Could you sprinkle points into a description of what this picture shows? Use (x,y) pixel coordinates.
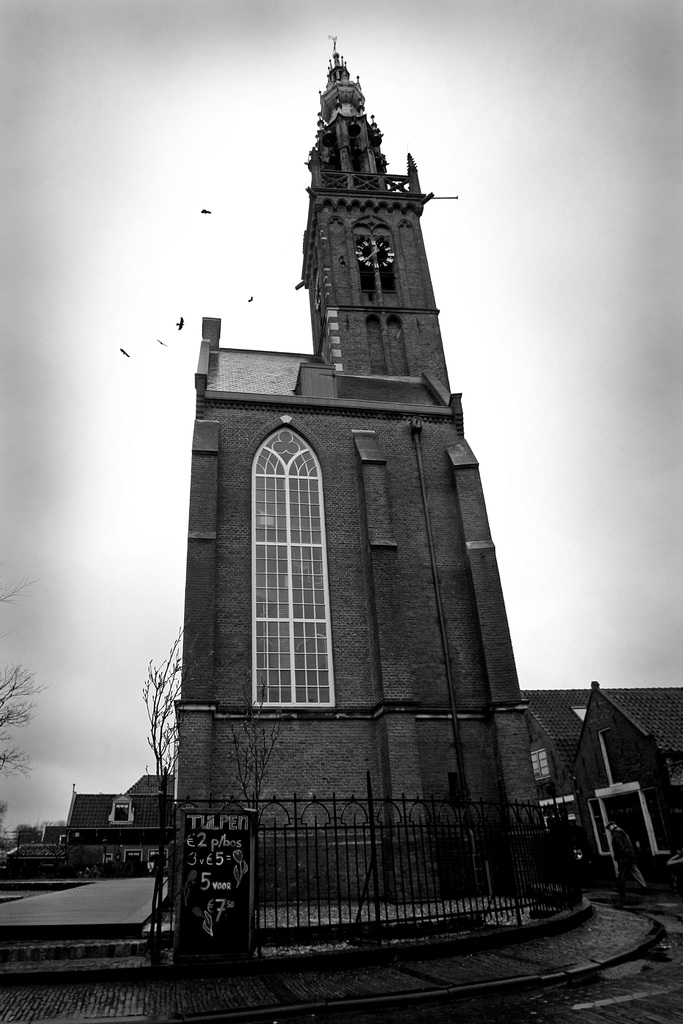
In the middle of this image (374,391), there is a clock (376,245) attached to the wall (348,197) of a building (420,322) which is having glass window (285,573). Besides this building (206,790), there is a fence (288,826). In the background (134,780), there are buildings (146,780) and trees (8,681) on the ground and there are clouds (491,96) in the sky (569,72).
